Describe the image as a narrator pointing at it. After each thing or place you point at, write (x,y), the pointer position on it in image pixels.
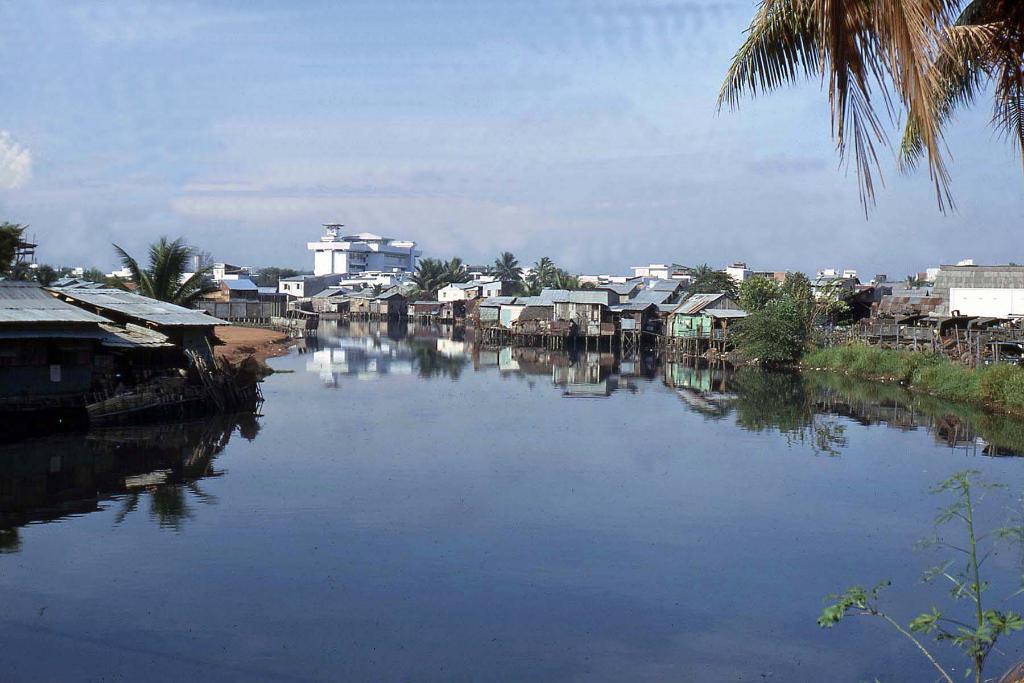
In this image there is a river (621,390). On the left (205,265) and right side of the river (936,411), there are buildings (444,295), trees (543,257) and in the background (486,146) there is the sky (488,124).
